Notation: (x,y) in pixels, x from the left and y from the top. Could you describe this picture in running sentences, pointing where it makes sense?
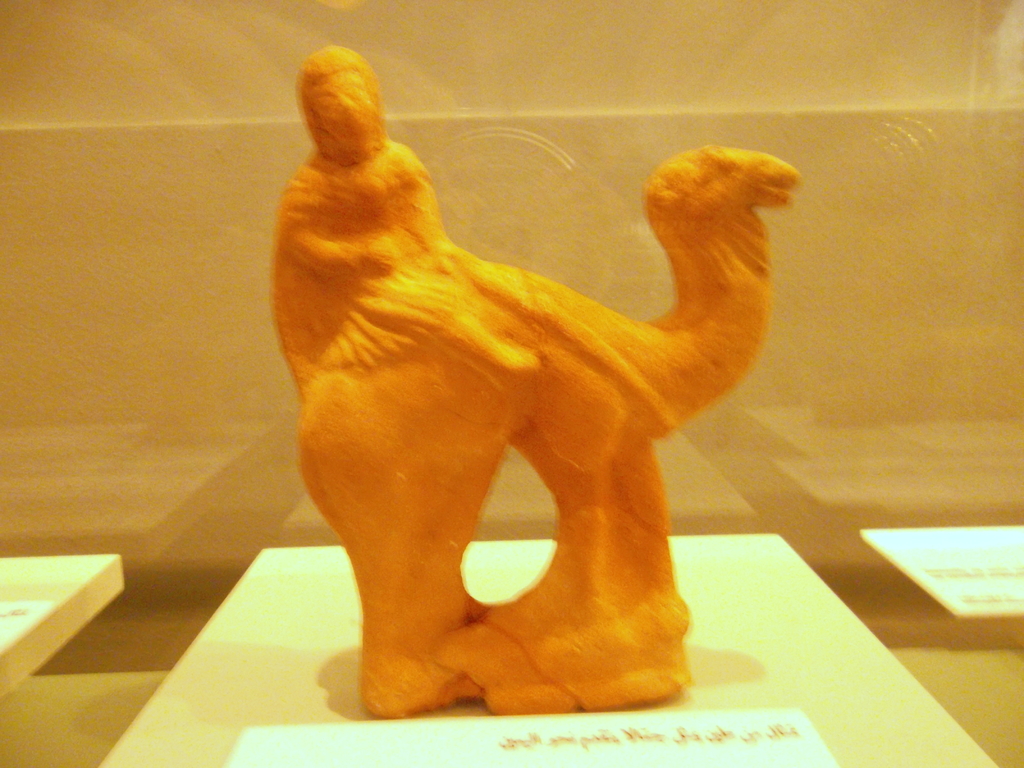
This image consists of an idol (426,576) kept on the desk (179,756). It is in orange color. In the background (52,104), there is a wall (897,162).
